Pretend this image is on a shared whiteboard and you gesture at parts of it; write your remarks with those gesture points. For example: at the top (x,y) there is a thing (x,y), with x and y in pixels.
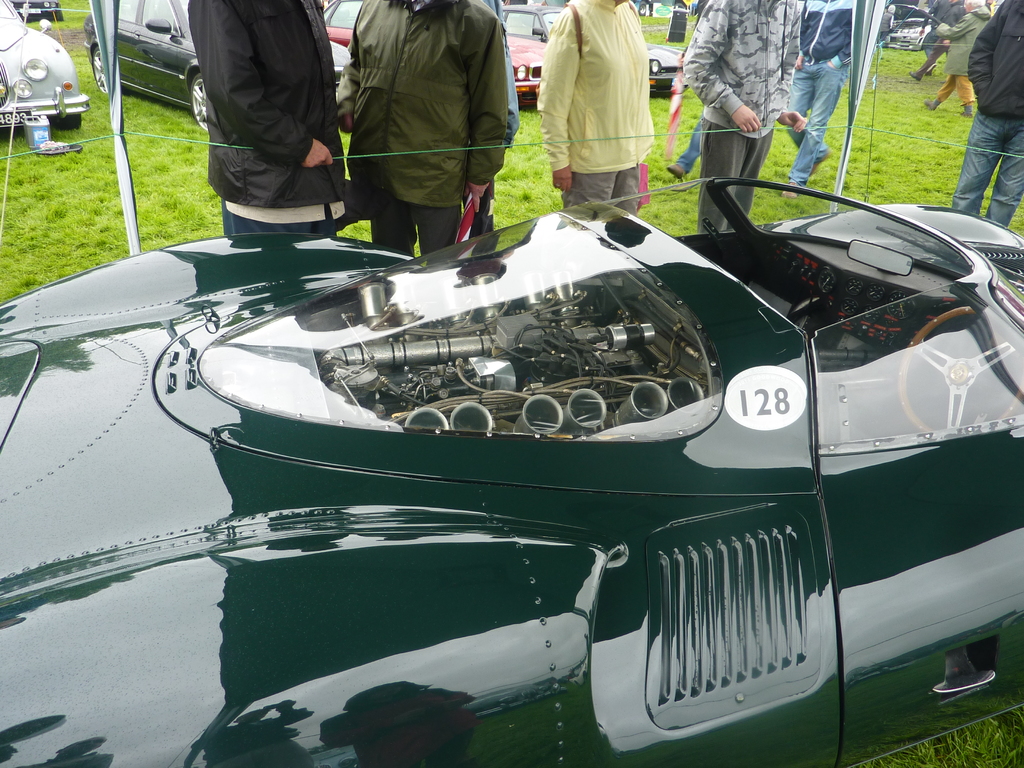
In this picture there are vehicles (421,453) and there are group of people (411,119) standing behind the vehicle (795,275) and there are group of people (963,87) walking. At the bottom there is grass (41,250). There is a reflection (560,625) of group of people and trees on the vehicle (273,645).
